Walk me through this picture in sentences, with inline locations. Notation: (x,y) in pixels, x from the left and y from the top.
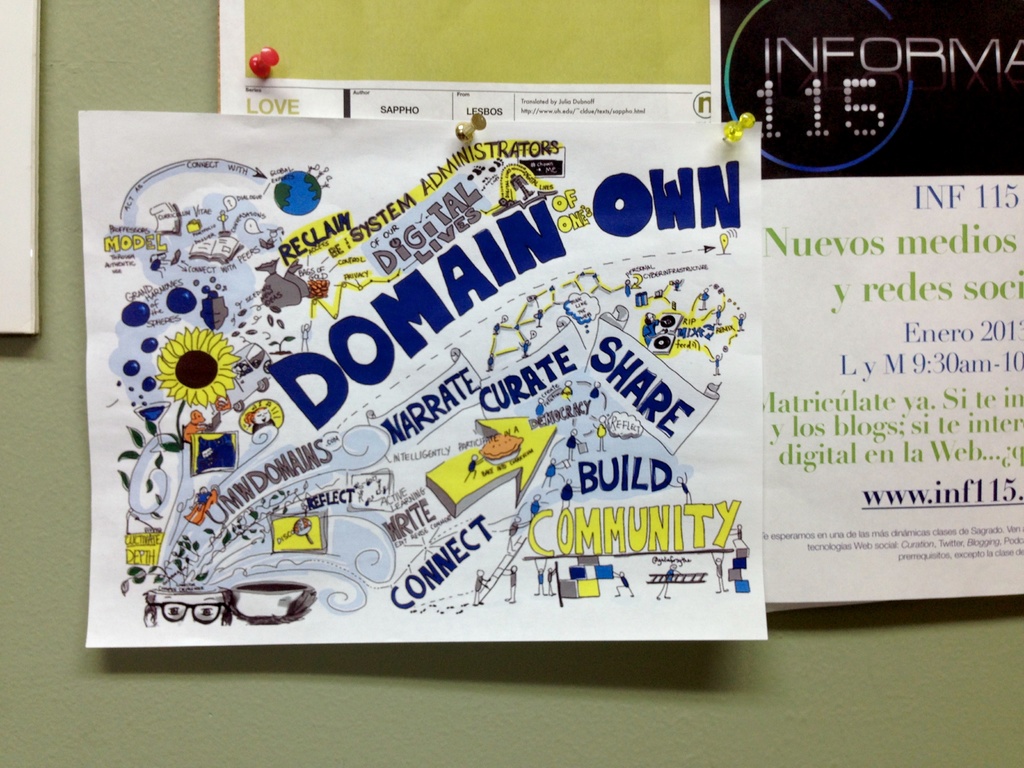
These are the papers (564,293) that are attached to the notice board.
